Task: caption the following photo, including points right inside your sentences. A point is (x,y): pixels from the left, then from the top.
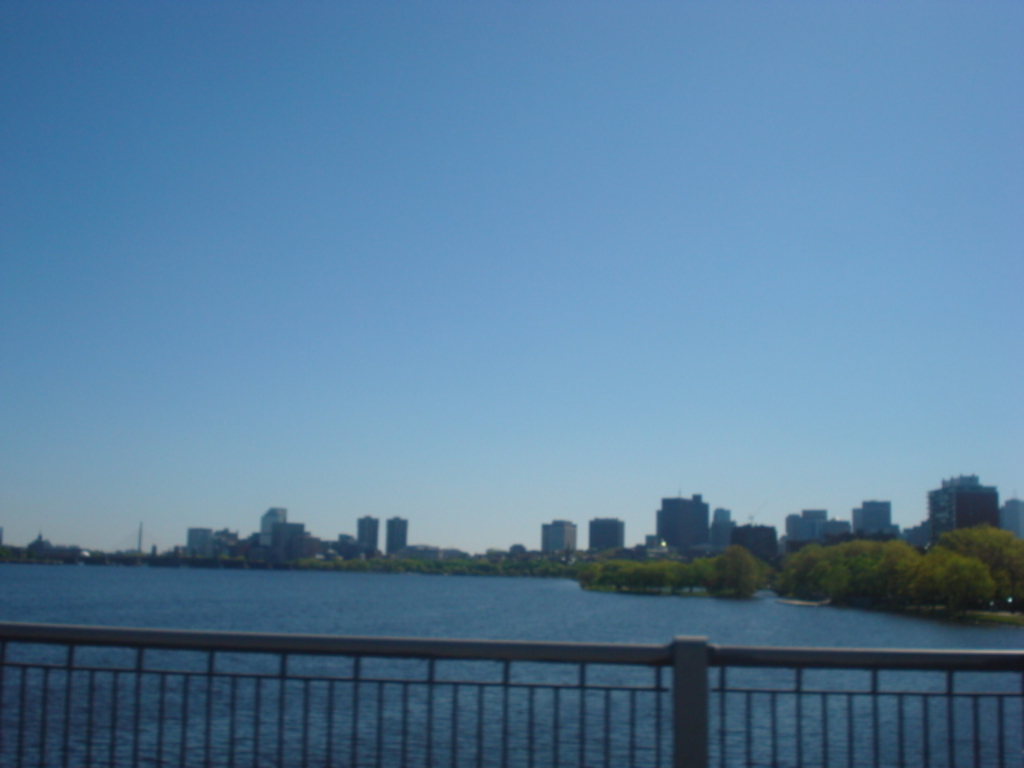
In this picture there is a fencing grill (701,700) in the front (271,681). Behind there is a river water (521,610). In the background (958,591) there are some buildings (818,533) and green trees (908,591).
